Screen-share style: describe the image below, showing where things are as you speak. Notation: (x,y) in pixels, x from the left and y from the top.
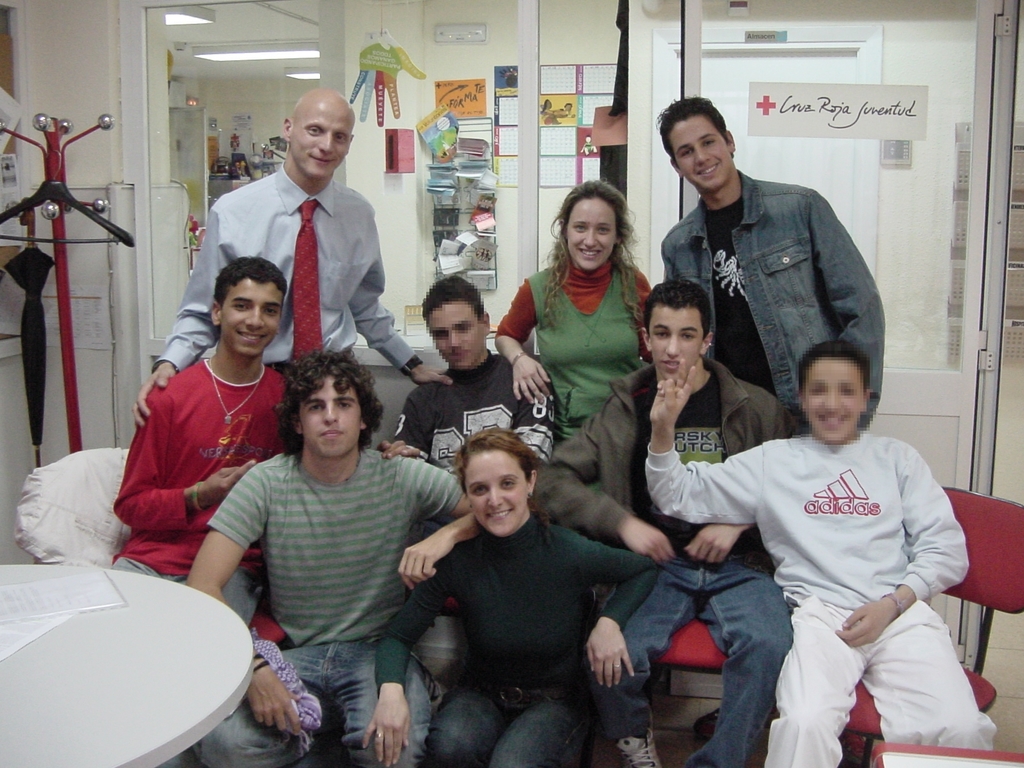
In this image we can see a group of people (701,307) who are sitting and they are posing for a photo.
